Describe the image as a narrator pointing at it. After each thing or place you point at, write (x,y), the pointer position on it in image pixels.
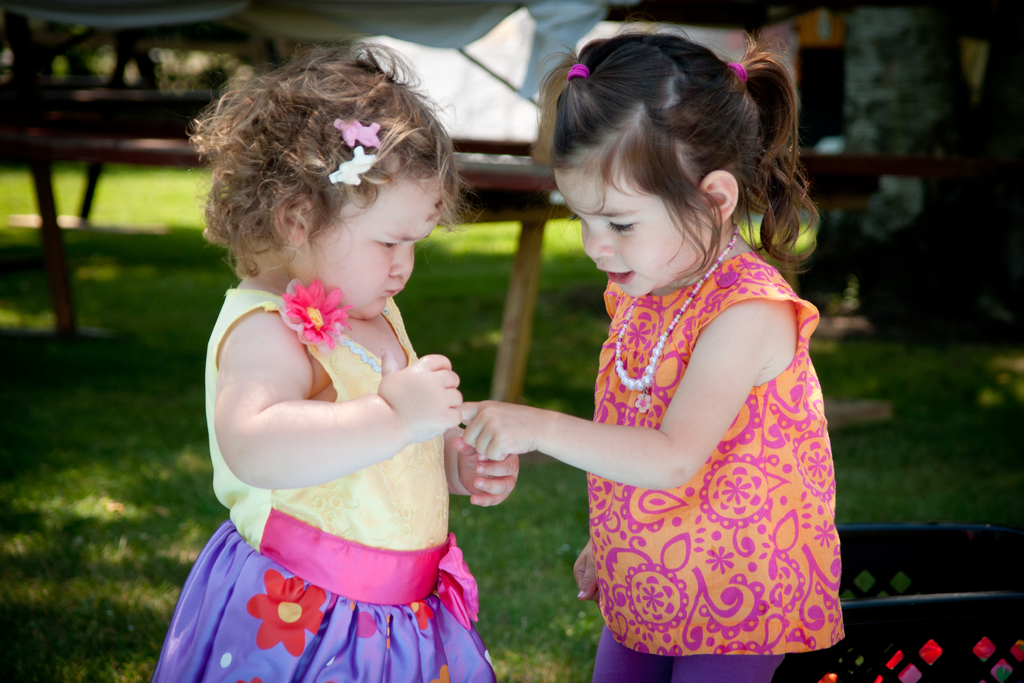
In this image there are two girls (704,574) standing together on grass (974,426), behind them there are so many other objects (988,562).
